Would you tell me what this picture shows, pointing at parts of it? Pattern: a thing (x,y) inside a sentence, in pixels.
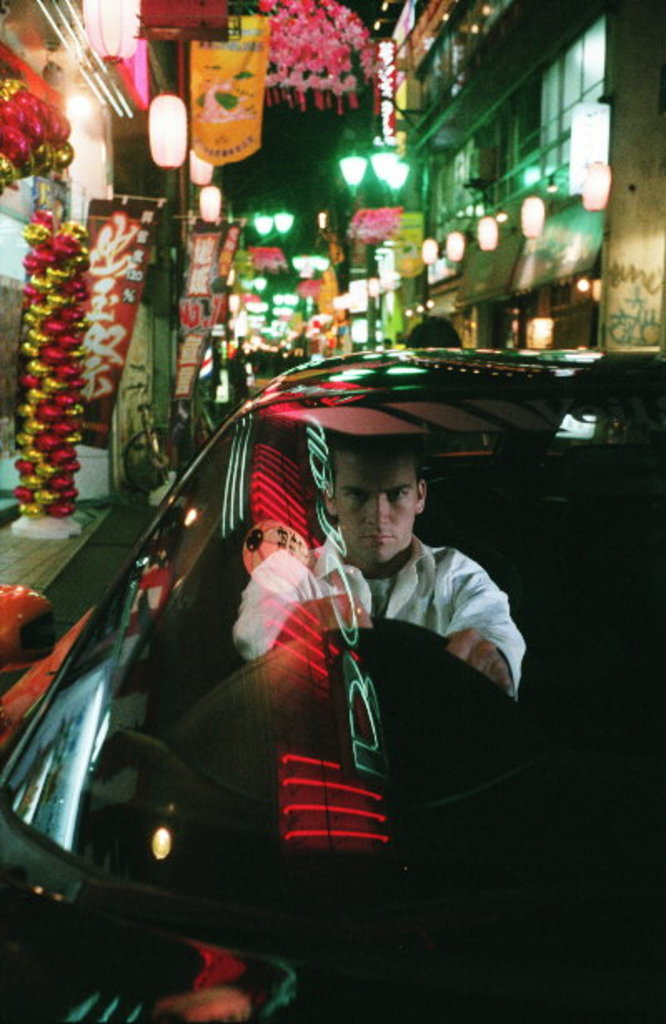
In Front (395,971) portion of the picture we can see a man (410,492) riding a car (361,715). On the background (287,27) we can see decorative flowers (284,48), buildings (429,192) and lights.
